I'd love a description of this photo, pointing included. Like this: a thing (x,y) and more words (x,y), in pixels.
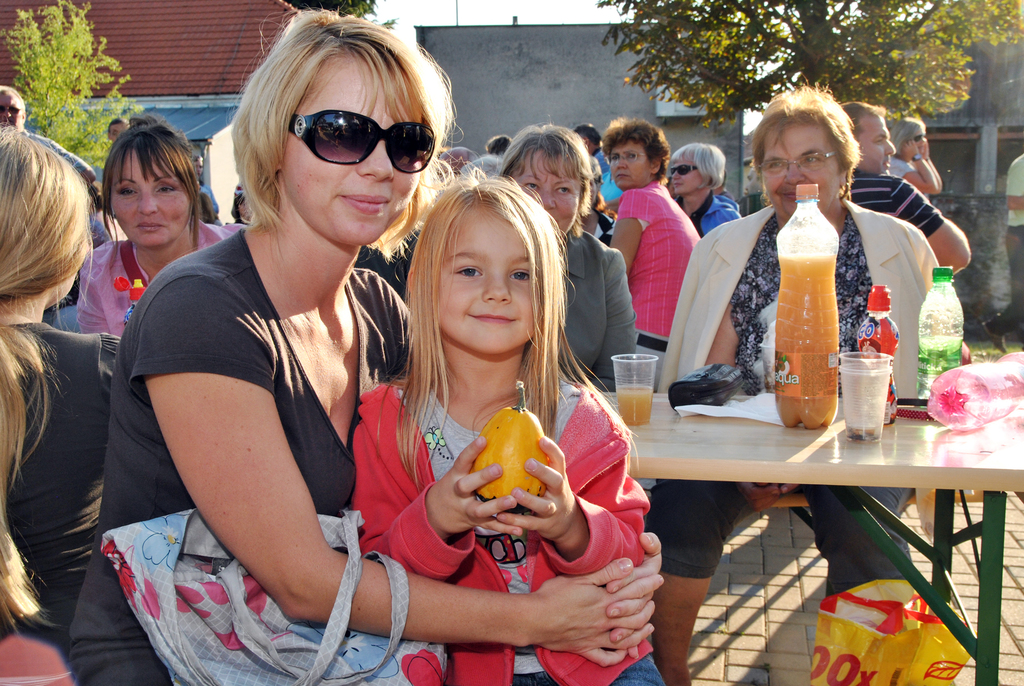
This image consists of so many people (596,277). There are buildings (481,92) on the top (831,77) and trees (942,108) on the top (950,17). In the middle (644,438) there is table (857,485), on that table (830,431) there are cold drink (829,371), glasses (863,378), Water bottles (953,403), tissues (759,411). There are people (565,203) sitting near the tables (729,431). The person (332,382) who is in front (296,502) is wearing black dress (226,321) with goggles (344,138) and she also has bag (265,592). She hold a kid (573,379), she is wearing pink color dress (623,510). She has a fruit (479,466) in her hand (529,495).
